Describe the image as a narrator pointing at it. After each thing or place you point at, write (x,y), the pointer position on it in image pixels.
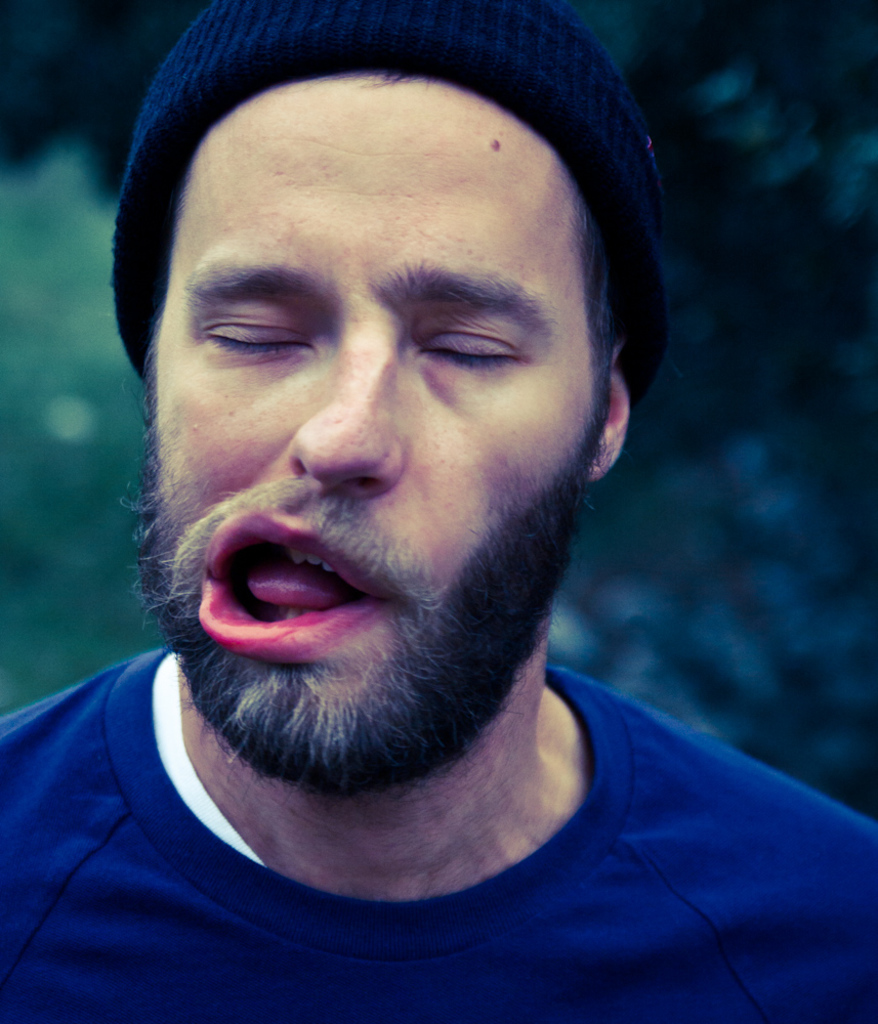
In this picture I can observe a man (479,491). He is wearing a cap (225,49) on his head (316,93). The background (98,305) is blurred.
